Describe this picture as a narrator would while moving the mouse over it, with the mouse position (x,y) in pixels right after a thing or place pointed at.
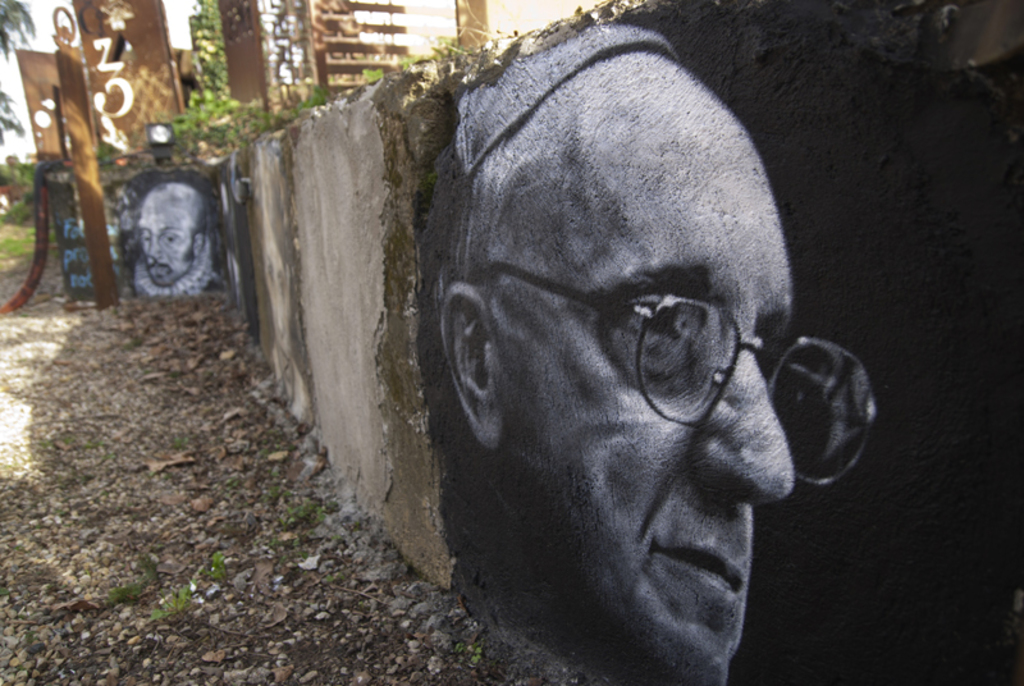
In this picture I can see the painting (521,234) on the wall (532,312). I can see the two faces (562,323) of the person (541,295).
